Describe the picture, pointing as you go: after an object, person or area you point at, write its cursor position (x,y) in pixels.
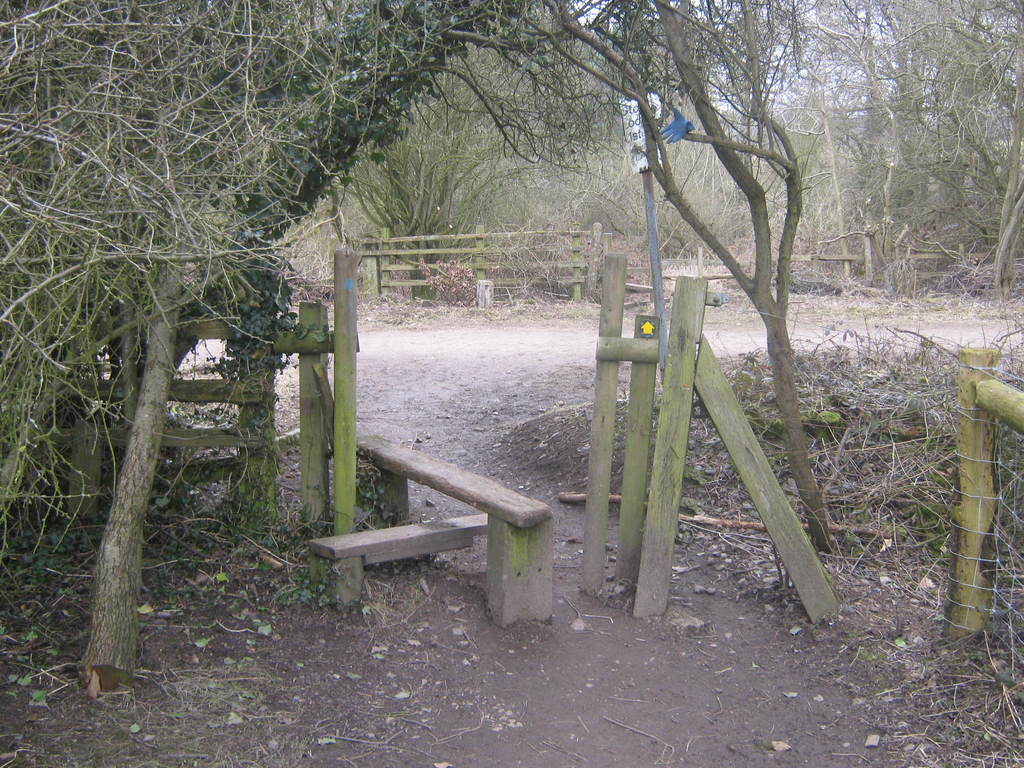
At the bottom of the picture (495,653), we see the dry leaves (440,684) and twigs (470,729). In the middle of the picture (473,498), we see a wooden bench (482,515). On the left side (254,97), we see the wooden fence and the trees (270,101). On the right side (750,462), we see the wooden fence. In the background (396,230), we see the wooden fence (603,252) and the trees (1007,236).
